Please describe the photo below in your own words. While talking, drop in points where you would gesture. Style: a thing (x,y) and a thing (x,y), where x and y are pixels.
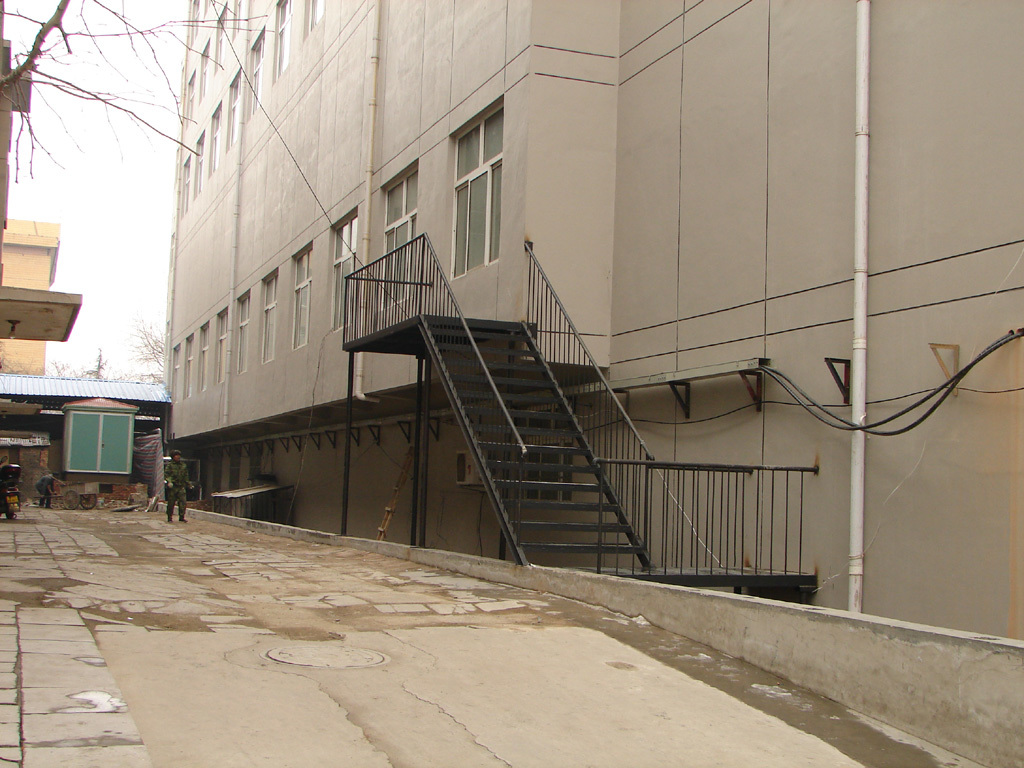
In this image we can see two buildings (644,51) and on the right side (725,202) there is a building (199,480) with stairway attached to it. We can see a person (183,508) walking and in the background (32,470), we can see a hut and some other objects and there are some trees (84,98).
